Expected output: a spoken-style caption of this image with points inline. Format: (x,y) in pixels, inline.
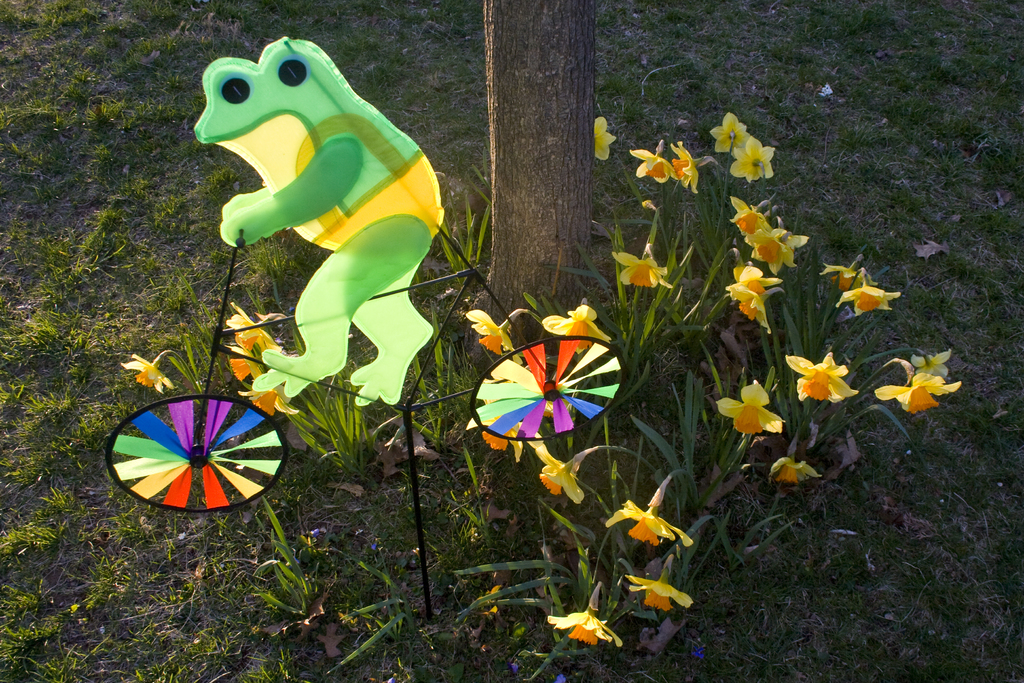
At the bottom of the picture (583,565), we see the grass (133,556) and the plants (780,464) which have flowers (745,415). These flowers (748,398) are in yellow and orange color. Behind them, we see the stem (548,229) of the tree (564,203). In the middle of the picture (342,312), we see the toy frog (317,290) riding the bicycle (252,404).
